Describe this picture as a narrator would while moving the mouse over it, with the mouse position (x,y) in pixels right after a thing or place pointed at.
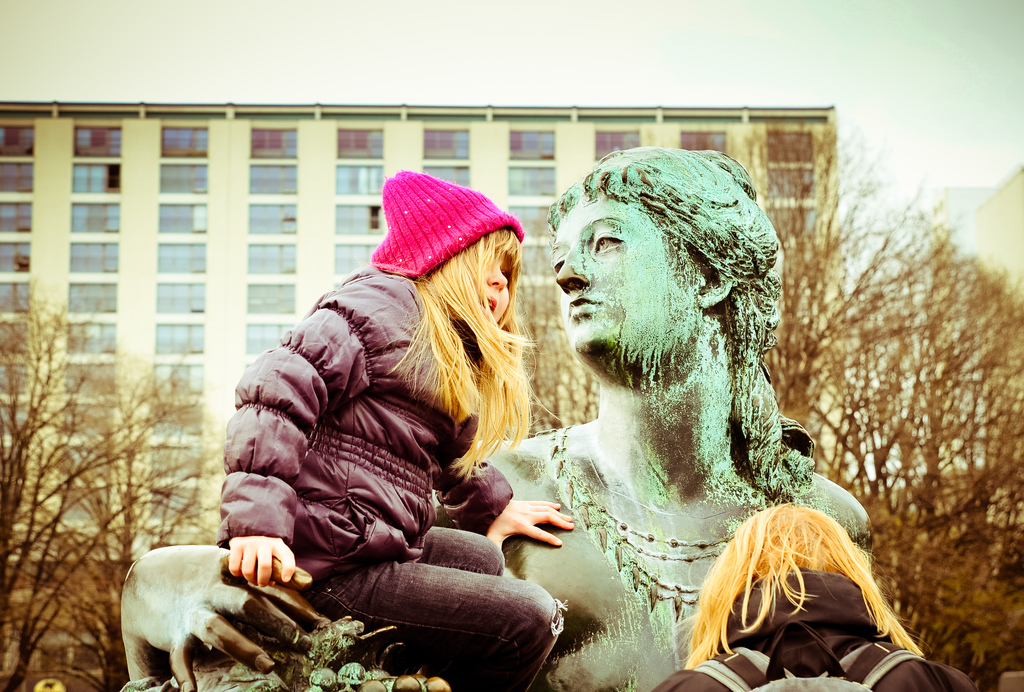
A girl (301,384) wearing a pink cap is sitting on a statue (569,537). Another person (782,634) is wearing a bag (846,685) is there. In the background (84,446) there are trees (879,333) and building (273,215) with windows (180,225) and sky (859,90) is there.
